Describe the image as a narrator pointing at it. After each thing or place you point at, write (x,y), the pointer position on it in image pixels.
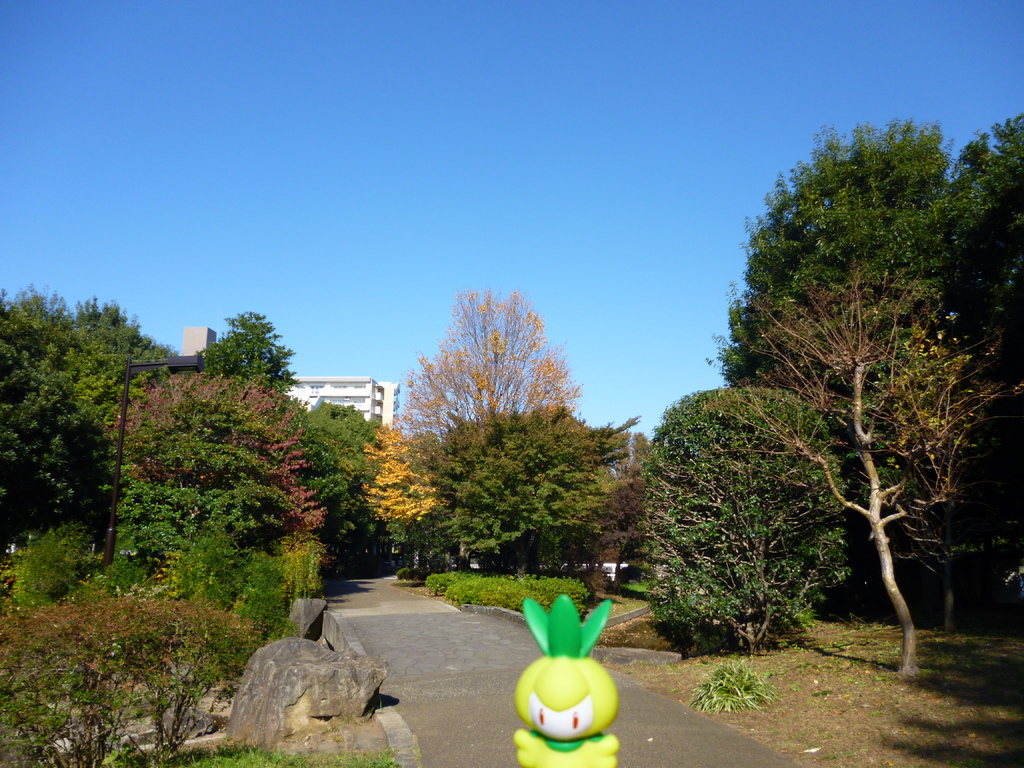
In the foreground (581,733) I can see toy (589,701), rock (271,706) and plants (224,646). In the background (438,547) I can see trees (394,481) and buildings (370,407). On the top (400,170) I can see the blue sky (436,249). This image is taken during a day.
